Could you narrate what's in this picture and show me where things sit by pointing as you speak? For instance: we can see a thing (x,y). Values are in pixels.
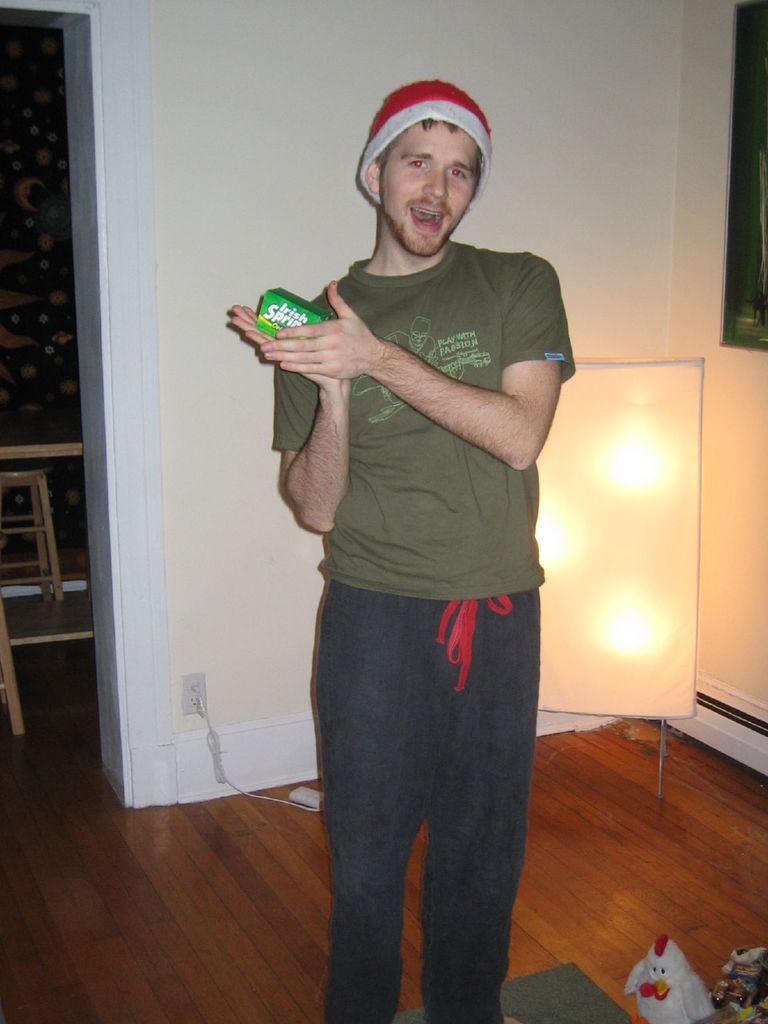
In this image in front (480,998) there is a person (381,651) standing on the mat (556,998) and he is holding some object (323,310). Beside him there is a toy (669,983) and a few other objects (744,1010). At the bottom of the image (687,848) there is a floor (658,851). In the background of the image (650,653) there is a board (607,496). There are lights (641,489). There is a wall (293,104). On the left side of the image (7,455) there is a table (56,455). There are chairs (11,698).
